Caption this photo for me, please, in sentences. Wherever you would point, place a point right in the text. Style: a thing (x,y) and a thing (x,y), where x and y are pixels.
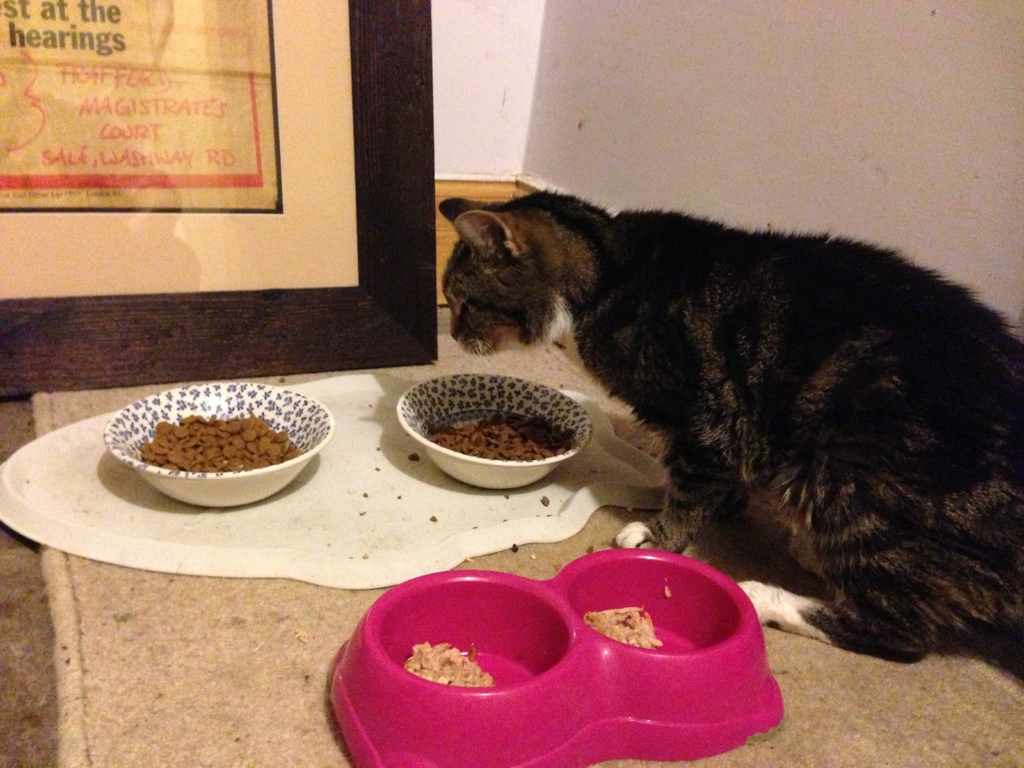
In this image, we can see a cat (701,343). We can see some food items (516,429) in containers (487,413) are on the ground (170,675). We can also see a mat (25,506) and a frame (33,354) with some text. We can see the wall (568,85).
